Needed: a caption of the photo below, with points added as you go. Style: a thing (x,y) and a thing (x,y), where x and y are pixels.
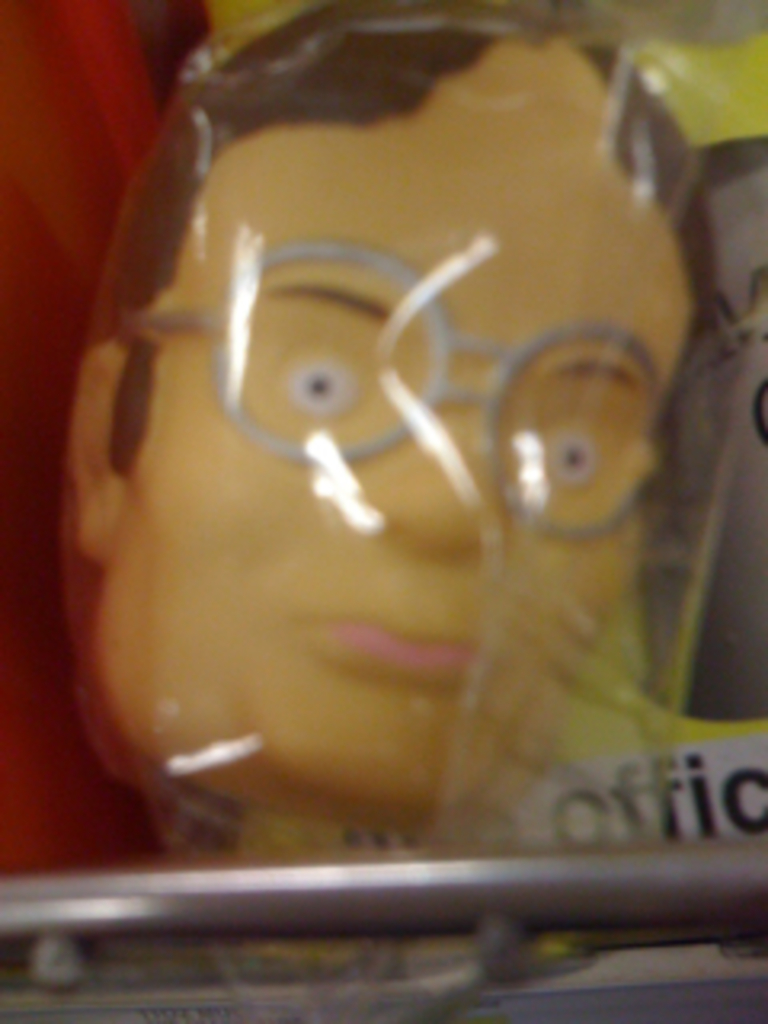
In the foreground of this picture (210,883) we can see a metal object (606,898) and the toys (447,611) and we can see the text (625,796) on an object (736,778) which seems to be the paper (709,774) and we can see some other objects (114,58).
